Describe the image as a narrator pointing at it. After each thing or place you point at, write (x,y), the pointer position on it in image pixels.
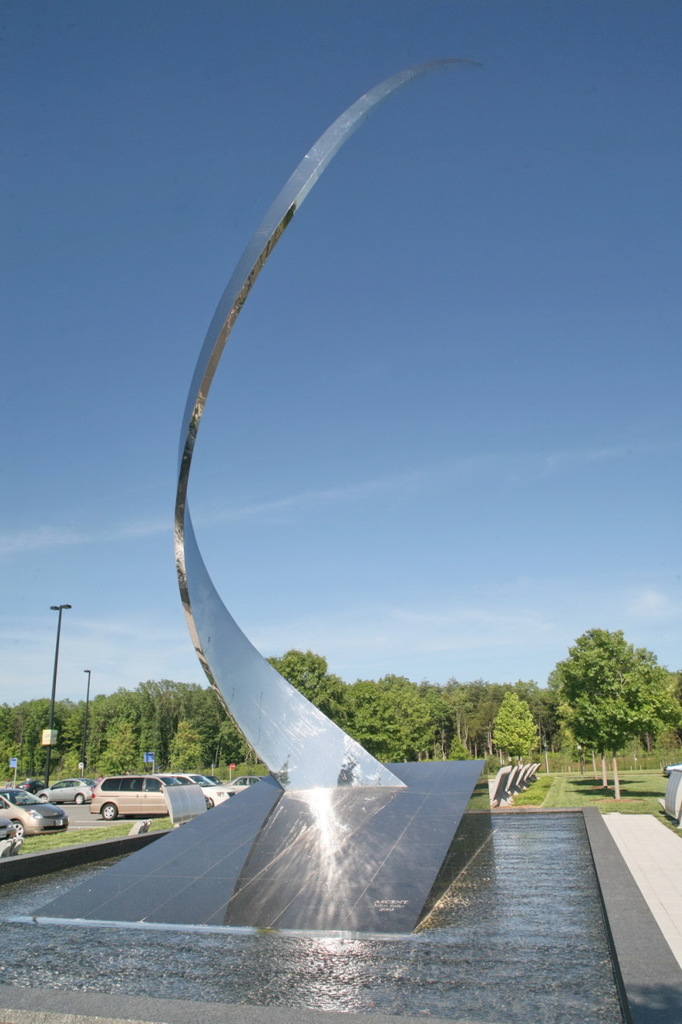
In this picture we can see an object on the ground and in the background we can see vehicles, trees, poles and the sky (58,366).
